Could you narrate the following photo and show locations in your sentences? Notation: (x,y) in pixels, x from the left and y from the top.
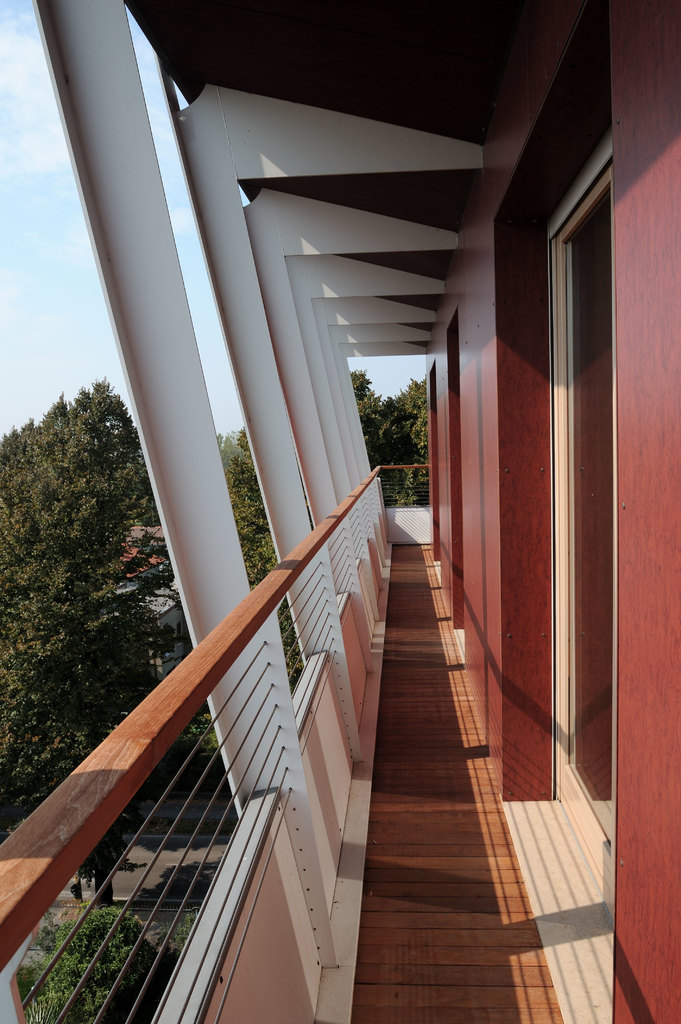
Here in this picture we can see a corridor (348,631) of a building (370,666), as we can see the railing (225,625) and poles (204,496) on it and we can also see plants (94,912) and trees (68,663) present all over there and we can see clouds (11,65) in the sky (2,74) over there.
